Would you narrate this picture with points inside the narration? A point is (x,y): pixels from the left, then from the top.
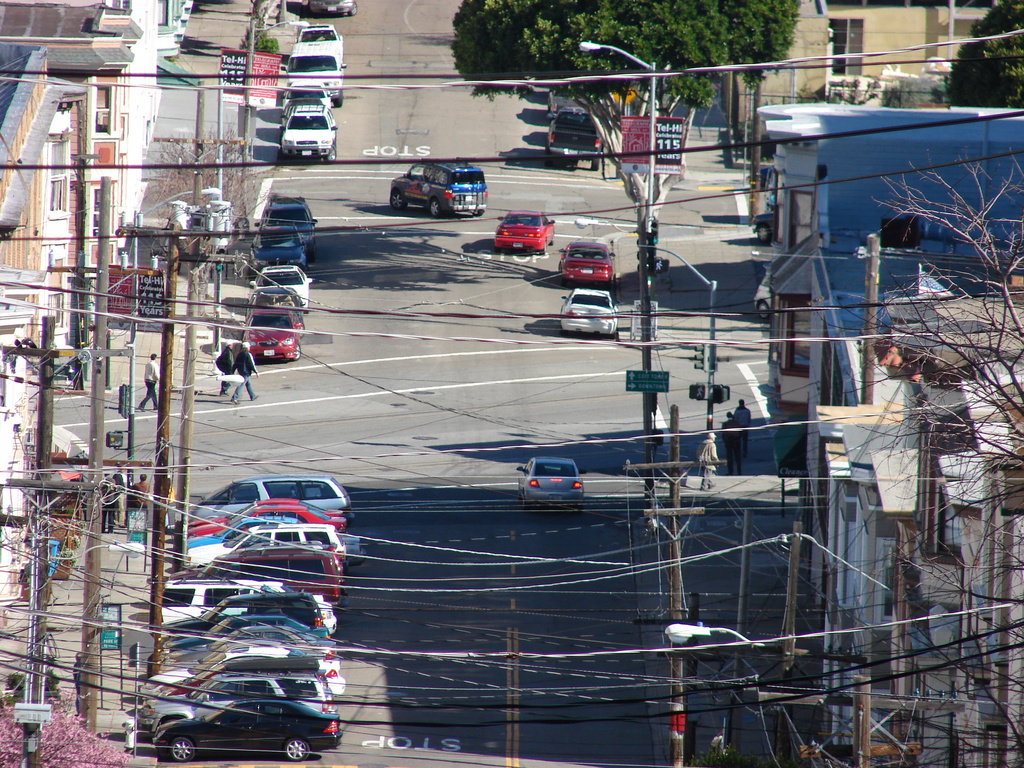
In this image, we can see vehicles (399,199) and people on the road (749,374) and in the background (773,253), there are trees (626,31), buildings (117,210), poles (640,206) along with wires (680,71), name boards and sign boards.
